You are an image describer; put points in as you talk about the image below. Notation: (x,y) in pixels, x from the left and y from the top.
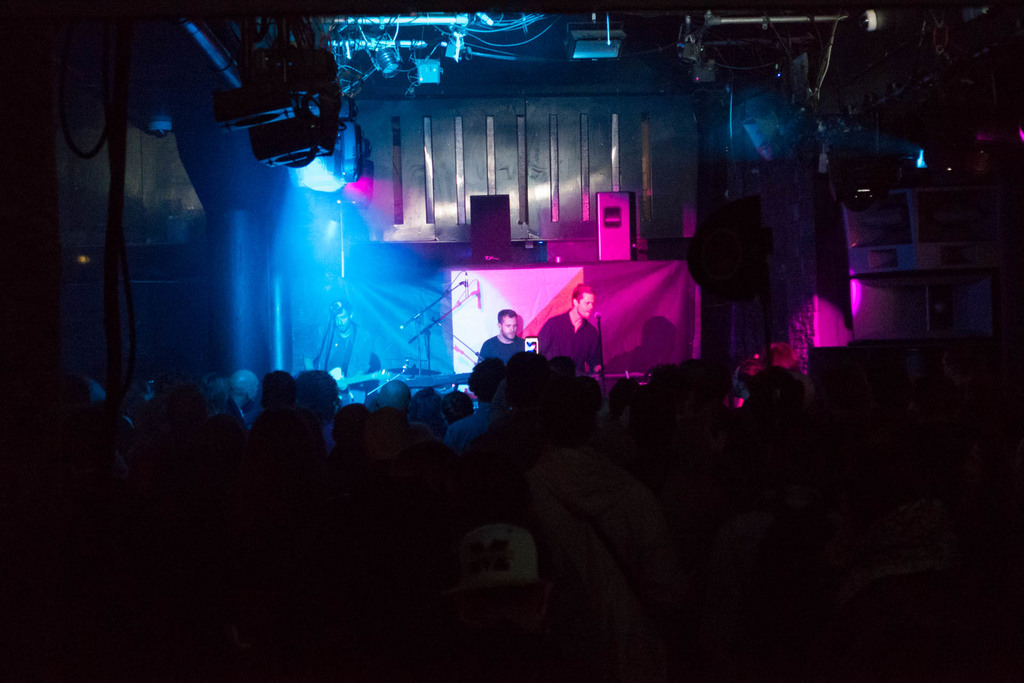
Front these are audience (542,455). Far these three people (575,329) are playing musical instruments (341,378). In-front of them there are mics (597,318). These are speakers (493,238) and focusing lights (293,124).
